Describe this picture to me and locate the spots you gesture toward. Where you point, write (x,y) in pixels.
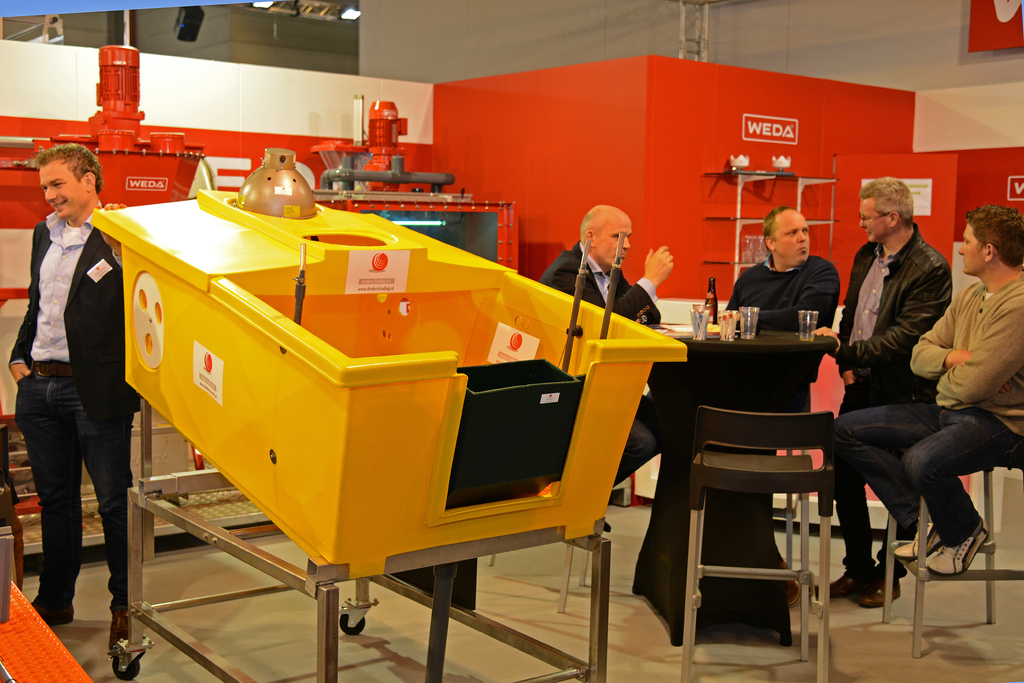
This picture is taken inside a room (358,477). In the middle (360,436) there is a big yellow tub (257,323). Beside it there is a man (76,251) standing. In the right (850,401) there are few people (913,376) sitting on chairs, in the middle (653,372) there is a table (716,347). On the table (710,341) there are bottle (710,320) and glasses (721,320). In the background (452,217) there are some machines (134,148).
